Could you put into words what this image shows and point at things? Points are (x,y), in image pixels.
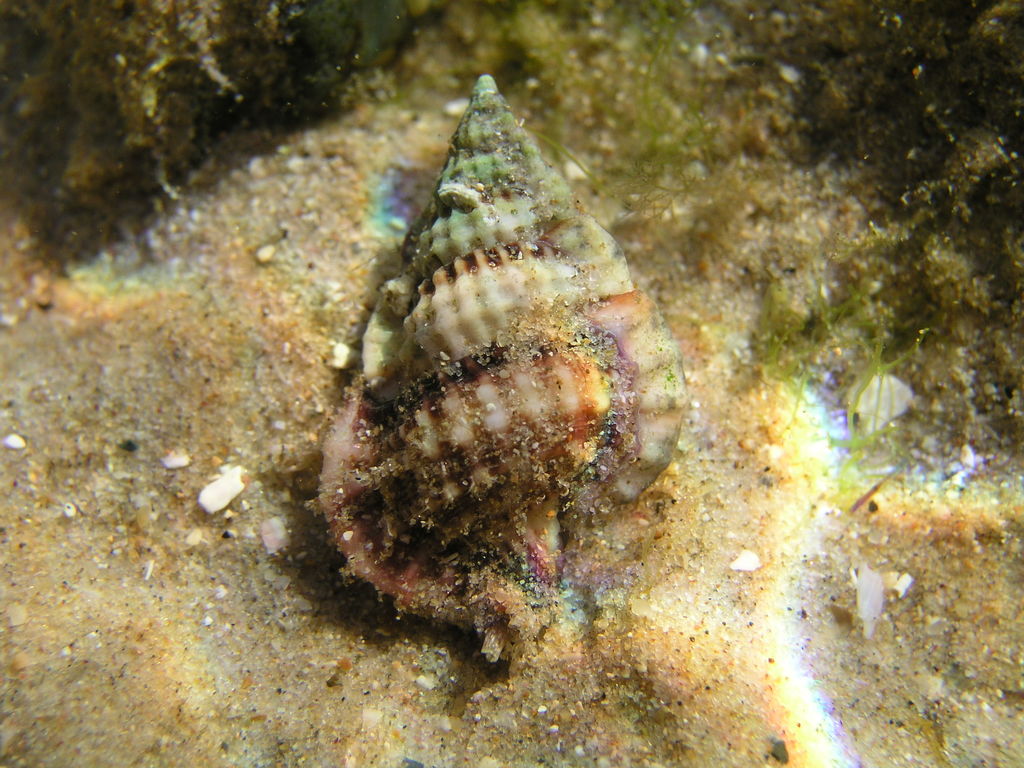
In this picture we can see a seashell (497,399), there are some stones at the bottom (405,703), we can see an underwater environment (822,231).
